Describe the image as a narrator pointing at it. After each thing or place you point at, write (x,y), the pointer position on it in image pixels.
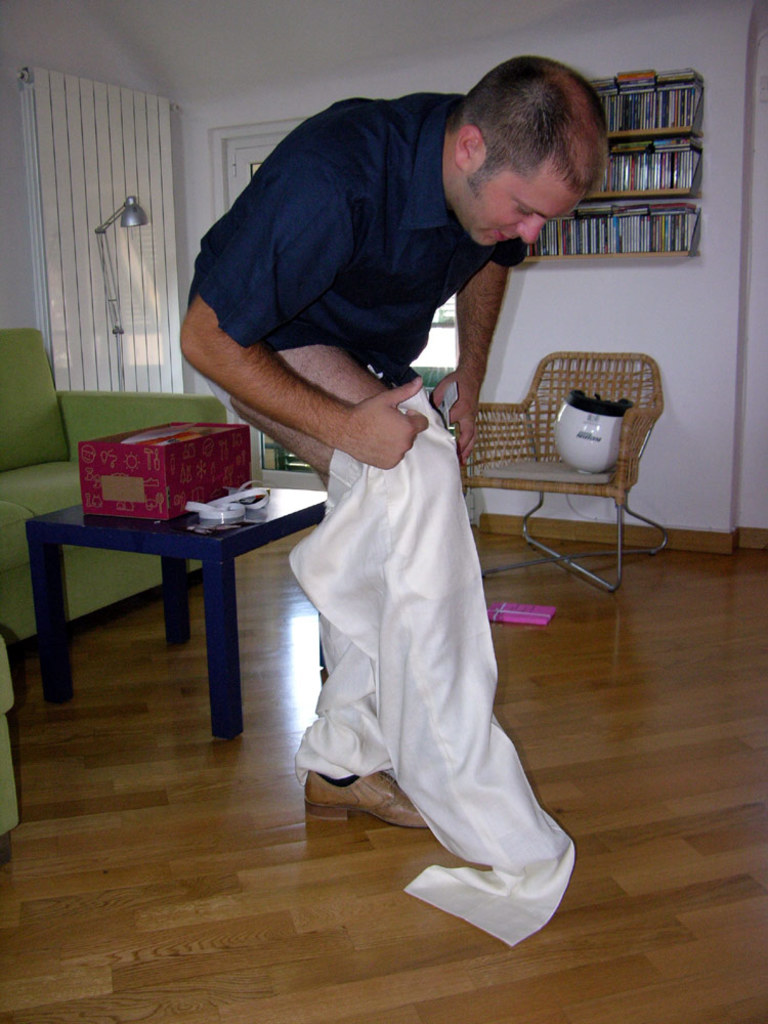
In the center of the picture (475,422) we can see a person (408,488) wearing pant (397,723). On the left (84,544) there are couch (60,414), table (218,597), box (154,492) and other objects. At the bottom (343,936) it is floor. In the background (616,176) there are books (676,204), bookshelves (632,173), door (218,165), radiator (119,233), lamp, chair (520,436), helmet (580,438) and other objects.
